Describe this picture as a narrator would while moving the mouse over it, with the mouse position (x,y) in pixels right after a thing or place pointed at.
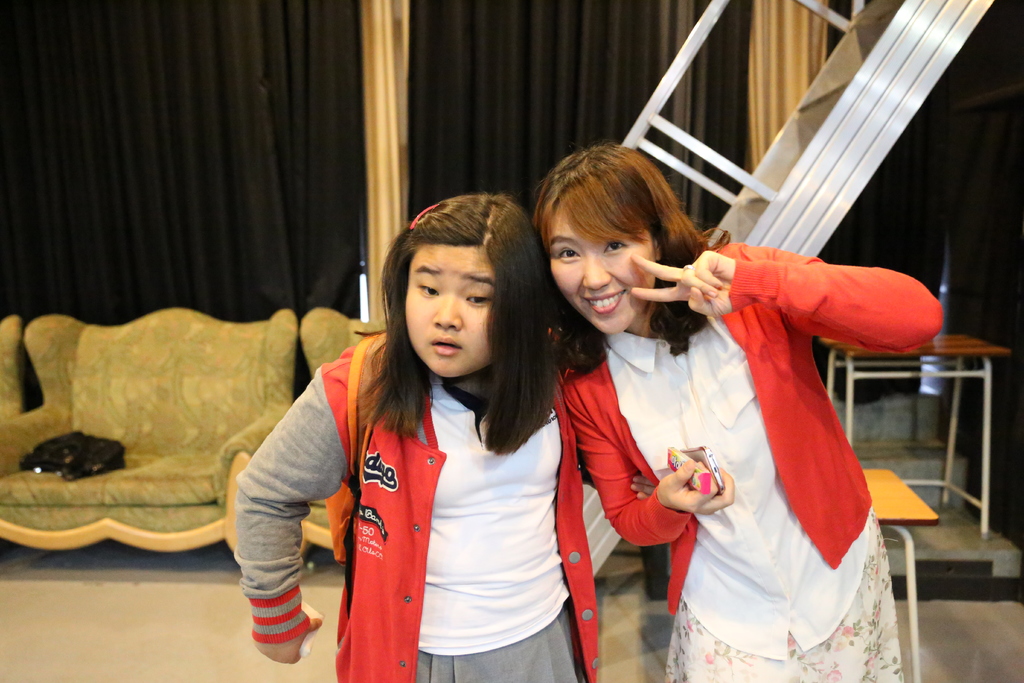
In the image we can see two women (628,422) wearing clothes (569,450) and they are holding objects (304,613) in their hands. Here we can see the floor (202,600), sofa (155,394), table (948,352) and the curtains (127,109).
